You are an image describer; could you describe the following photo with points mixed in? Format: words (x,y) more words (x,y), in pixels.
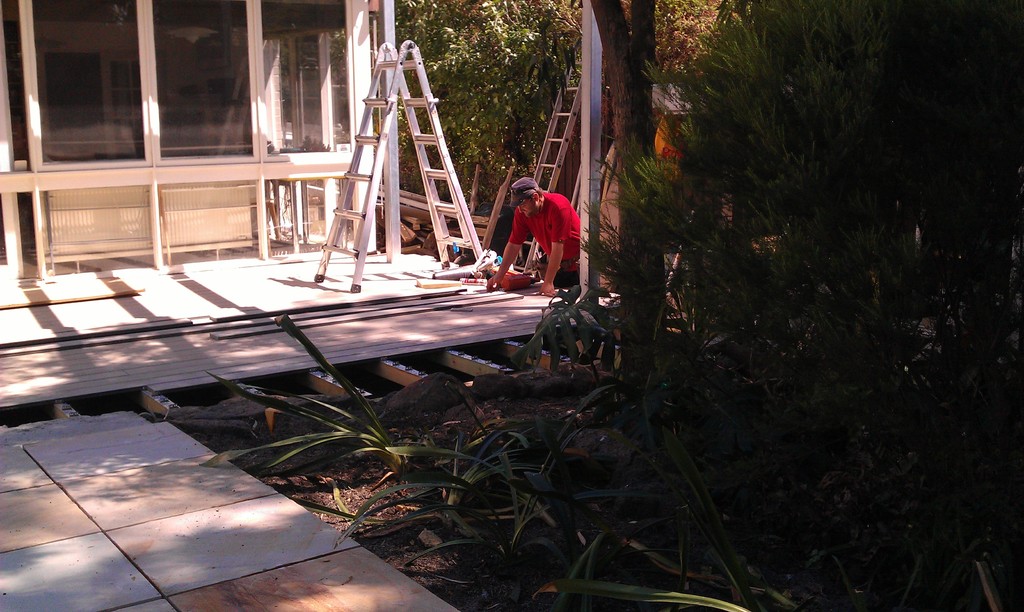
In this image we can see a building (109,176) with windows (161,139). There are wooden pieces (179,322). There is a person (517,239) wearing cap (528,191). Also there are ladders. And there are plants (632,414) and trees (614,92).
